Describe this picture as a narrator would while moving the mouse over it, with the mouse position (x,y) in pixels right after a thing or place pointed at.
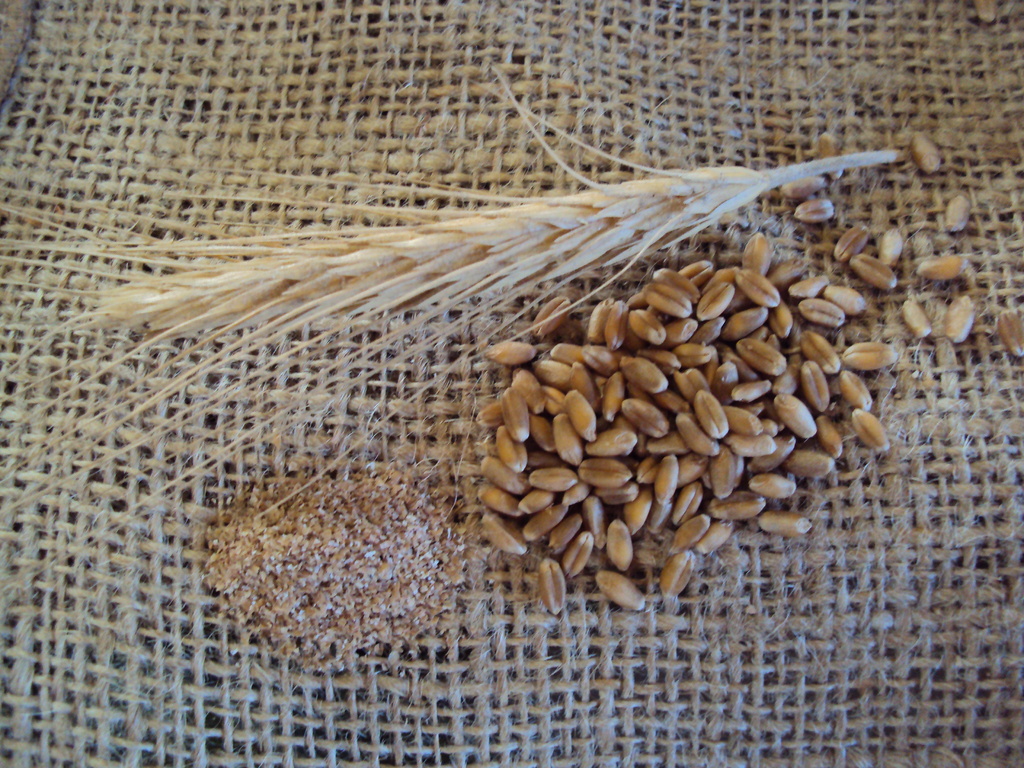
In this image I can see few food items (426,566), they are in brown and cream color. The food items (423,540) are on the brown color surface (355,412).
